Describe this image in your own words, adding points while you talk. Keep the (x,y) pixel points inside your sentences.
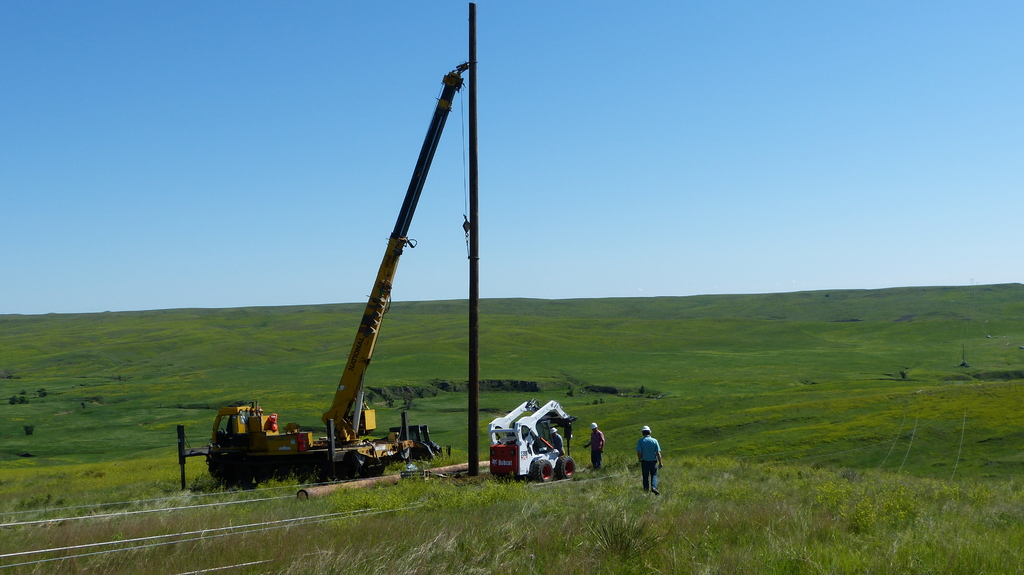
In this image we can see a few vehicles (360,407) on the ground (458,428), there are some poles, grass (574,476), wires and people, in the background (630,172) we can see the sky (694,187).
